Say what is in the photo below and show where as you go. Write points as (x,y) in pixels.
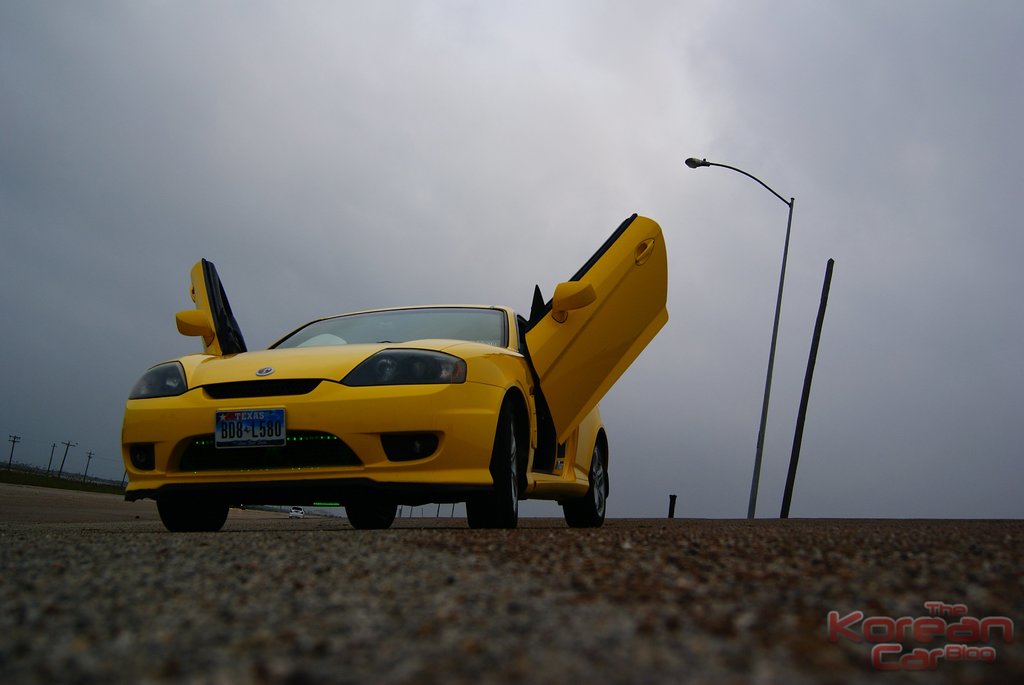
In this image I can see there is a car (400,436) on the ground (277,573). And there are light poles (787,235) and at the top (847,218) there is a sky (822,288). And there is some text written on the right corner of the image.
